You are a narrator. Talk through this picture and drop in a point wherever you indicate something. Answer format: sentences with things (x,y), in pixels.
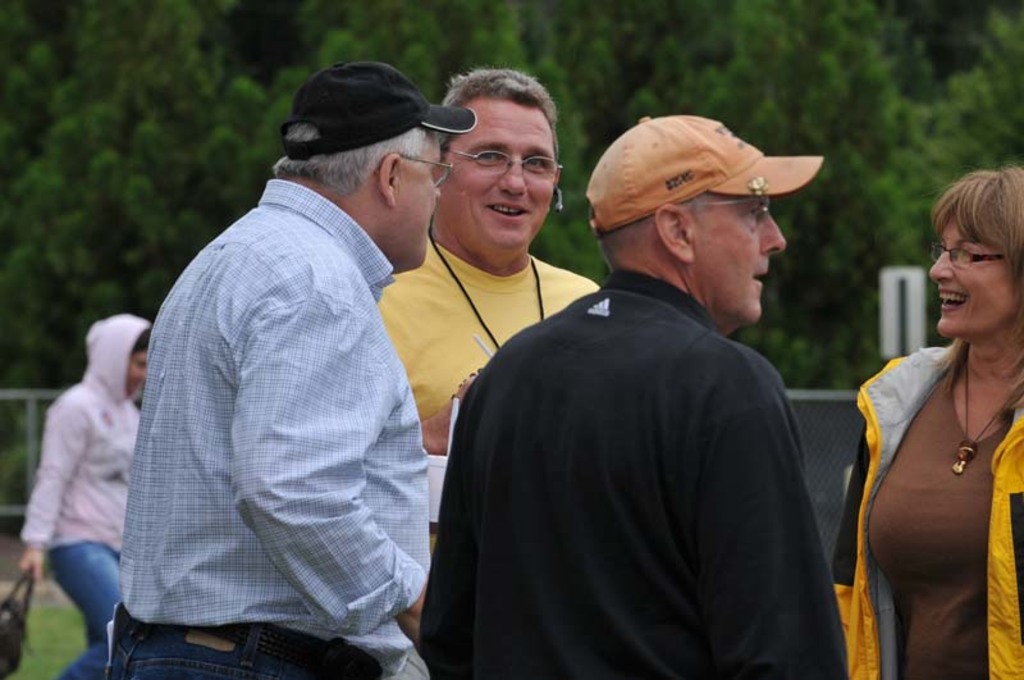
In this image we can see a few people (392,513), there is a person (42,509) holding a bag (20,629) and walking, there is a fencing (30,464), and trees (934,193), also we can see the background (22,477) is blurred.
